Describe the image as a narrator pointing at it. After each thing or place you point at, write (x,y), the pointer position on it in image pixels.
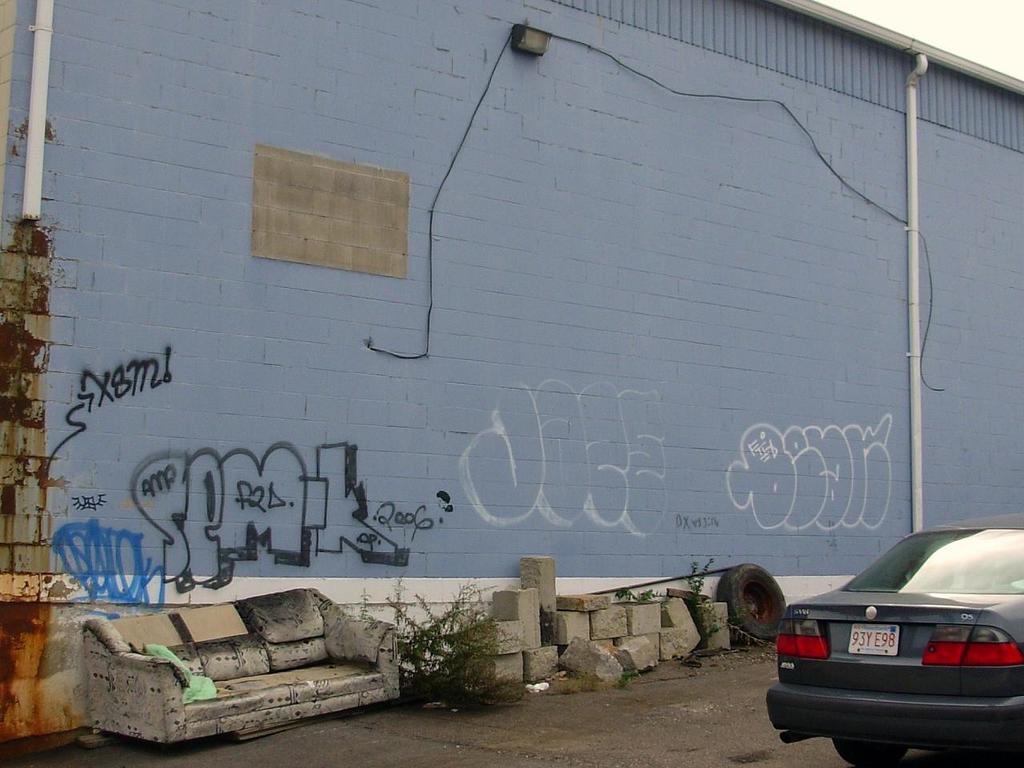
In the image we can see a car (945,590) on the road (780,760) and this is a number plate (873,643) of the vehicle (895,632). Here we can see a damaged sofa (234,685), stones (529,646), grass (461,656), pipe (917,350), cable wire (923,380), wall (502,359) and a white sky (993,19).
